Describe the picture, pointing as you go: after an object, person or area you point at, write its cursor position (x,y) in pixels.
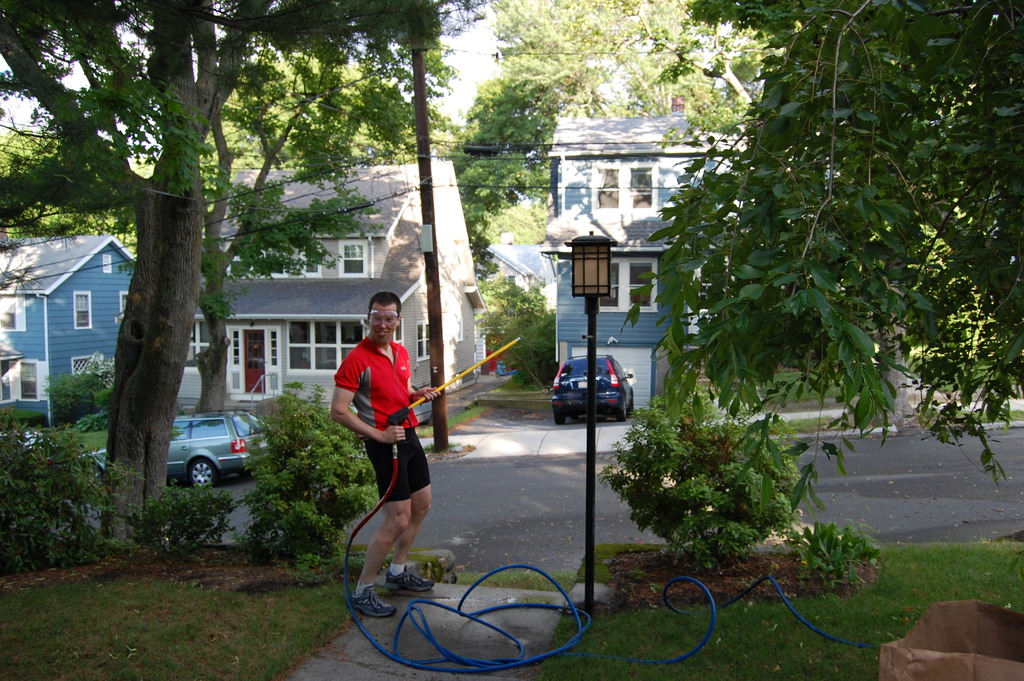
In this image there is a person (404,388) standing and holding a pipe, and there is grass (142,604), plants (334,545), road (516,497), cars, houses (26,388), trees (1006,75), and in the background (494,66) there is sky (448,63).
